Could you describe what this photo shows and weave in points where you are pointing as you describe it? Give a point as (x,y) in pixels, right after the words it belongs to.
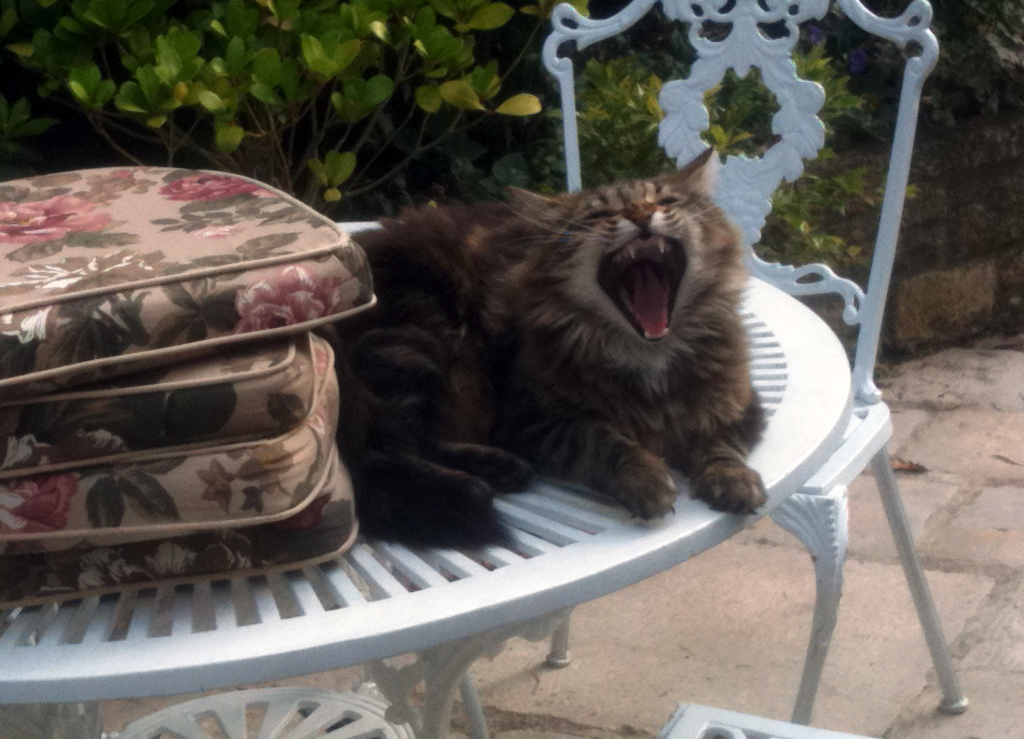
In this image we can see a cat (362,524) is sitting and objects (205,292) on a table (671,523) and chairs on the floor (835,634) at the table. In the background (315,171) there are plants (929,110).
